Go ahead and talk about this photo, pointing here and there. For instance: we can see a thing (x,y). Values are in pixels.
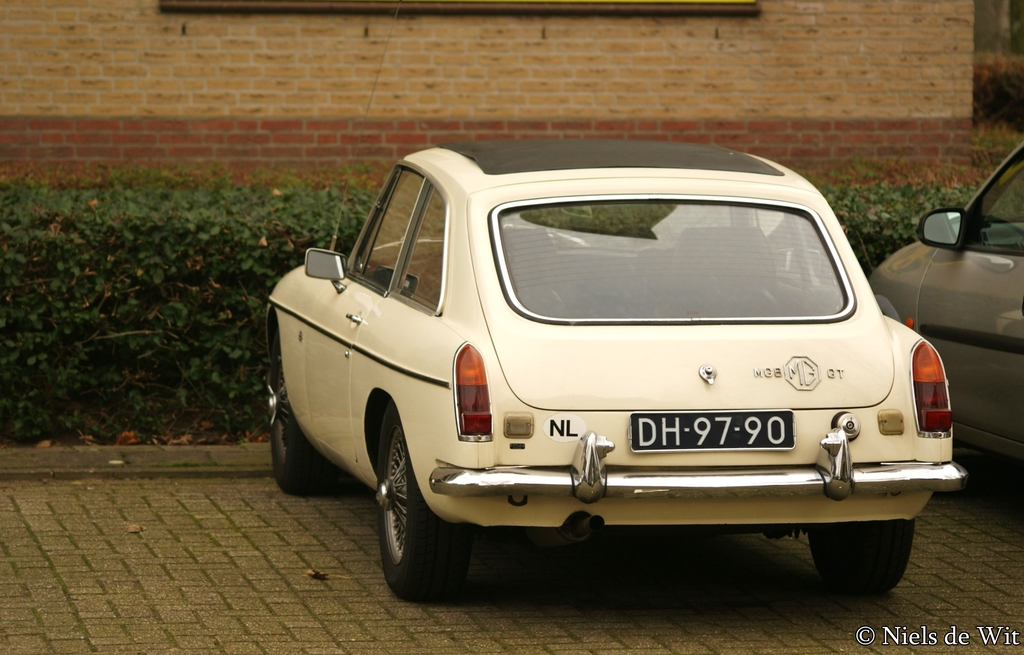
In this image, we can see a white color car (532,386) parked, beside that car (423,366) there is another car (1017,331) parked, in the background (32,202), we can see some green plants (306,249) and there is a brick wall (424,116).
